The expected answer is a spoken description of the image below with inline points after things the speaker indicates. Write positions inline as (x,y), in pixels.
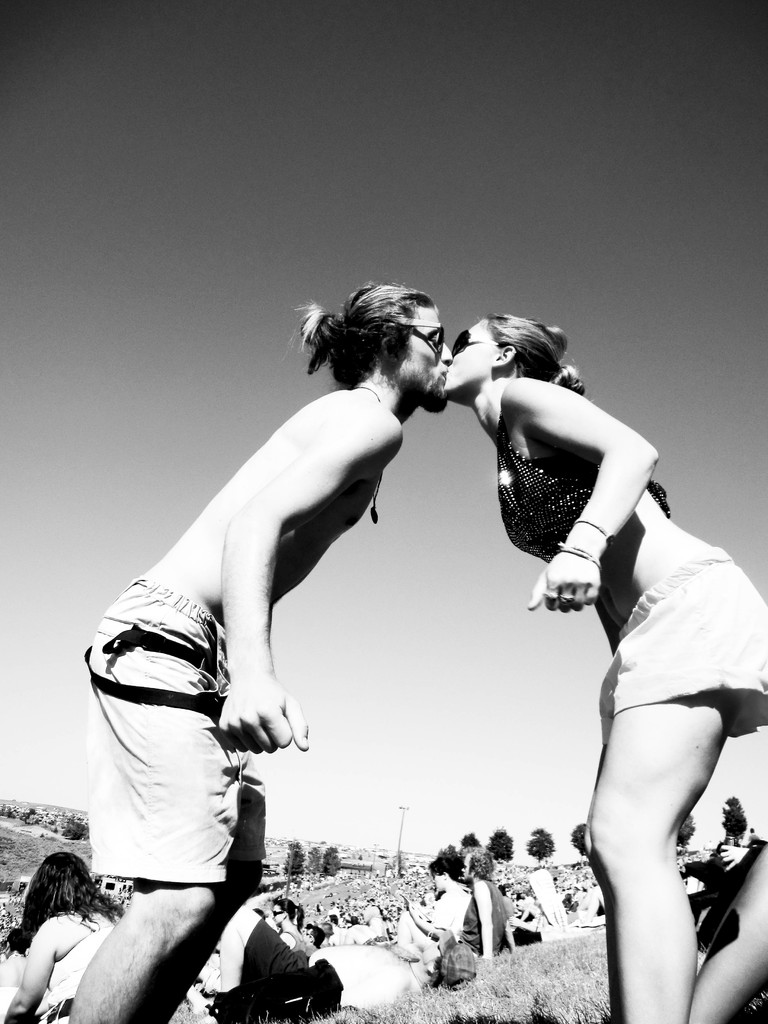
In this picture we can see a man (311,405) and a woman (575,395) kissing and in the background (72,923) we can see some persons (207,989) sitting on the ground (544,1016), trees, sky (131,398).
